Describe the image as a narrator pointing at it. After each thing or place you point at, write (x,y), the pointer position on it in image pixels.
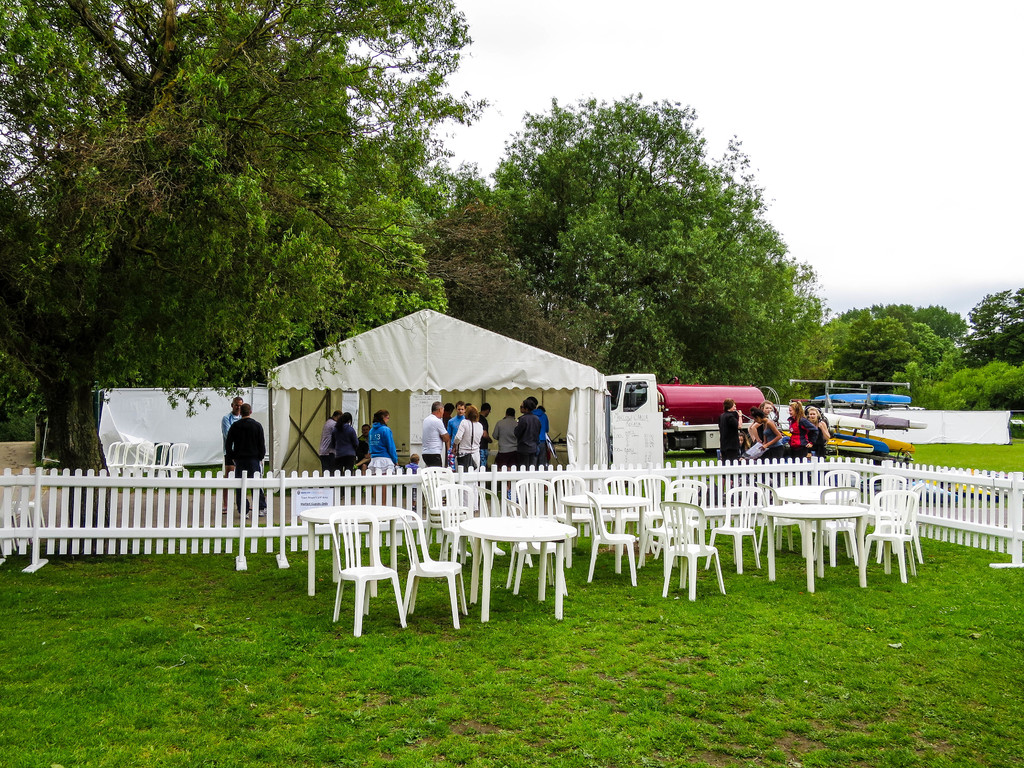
In this image I can see a ground (301,708) and number of chairs (846,504) on it. In the background (242,456) I can see number of people (263,441), trees (723,263) and a vehicle (684,399) over there. I can also see a tent house (527,385).
